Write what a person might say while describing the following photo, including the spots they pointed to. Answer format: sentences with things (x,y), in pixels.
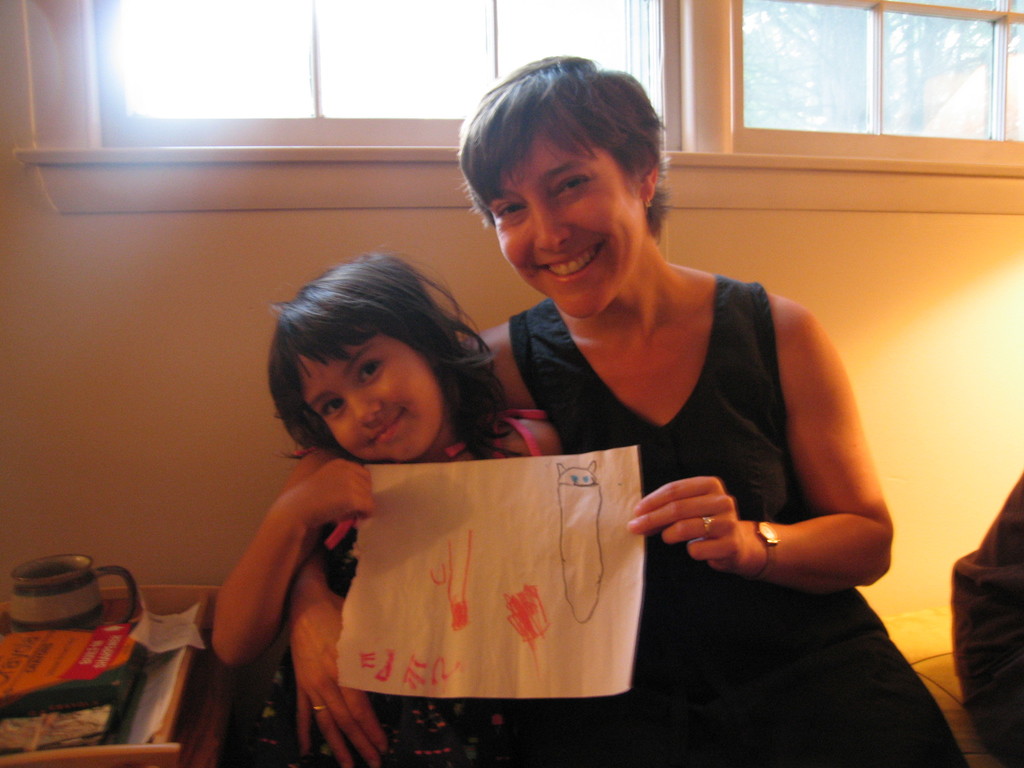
In this image in the center (601,376) there is one woman (595,331) and one girl (409,401) who are holding a paper (422,579), and on the left side of the image (90,653) there is a basket (152,632). In the basket (129,607) there is a jug (92,577) and some papers (180,632), in the background (838,206) there is wall (94,228) and window (1016,44) and on the right side of the image (978,596) there is some object (1011,608).
